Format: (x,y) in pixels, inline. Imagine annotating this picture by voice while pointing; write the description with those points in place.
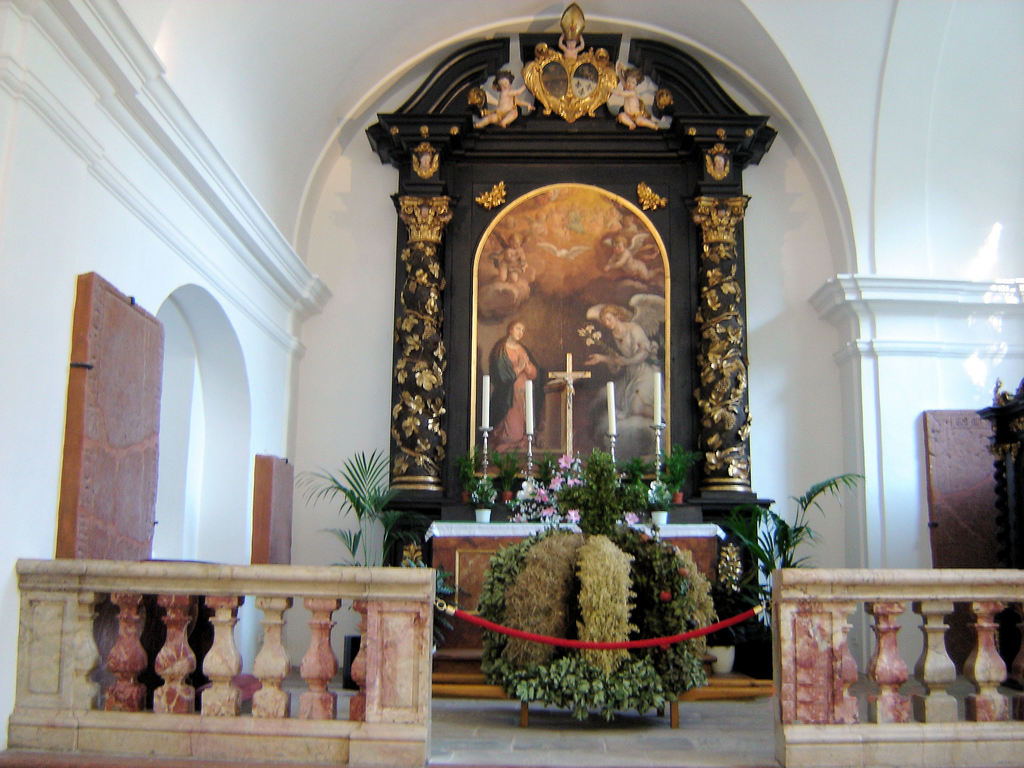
This is the inside picture of the church (498,507). At the center of the image (648,329) there is a wall (338,201) and a poster (525,267). There are candles (611,422), flower pots (478,518), plants (534,494). In front of the image there are cement railings (827,666). At the bottom of the image (629,741) there is a floor (640,752).
